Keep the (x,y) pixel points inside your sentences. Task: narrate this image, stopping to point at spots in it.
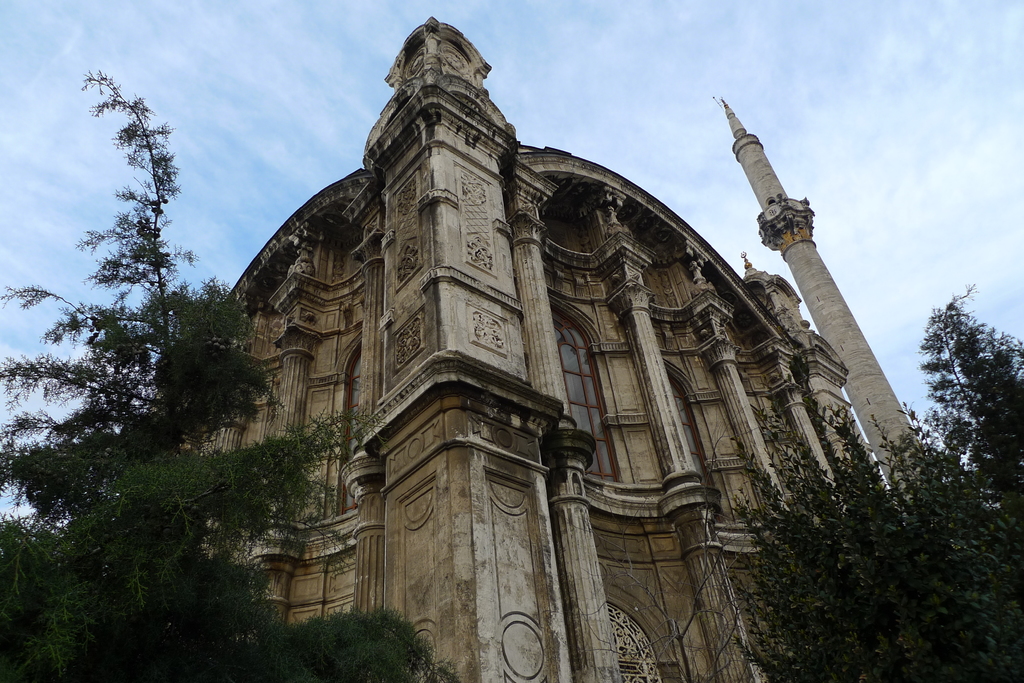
In this image in the center (463,404) there is a building (588,429). In the front of the building (449,493) there are trees (961,557) and the sky (619,112) is cloudy.
